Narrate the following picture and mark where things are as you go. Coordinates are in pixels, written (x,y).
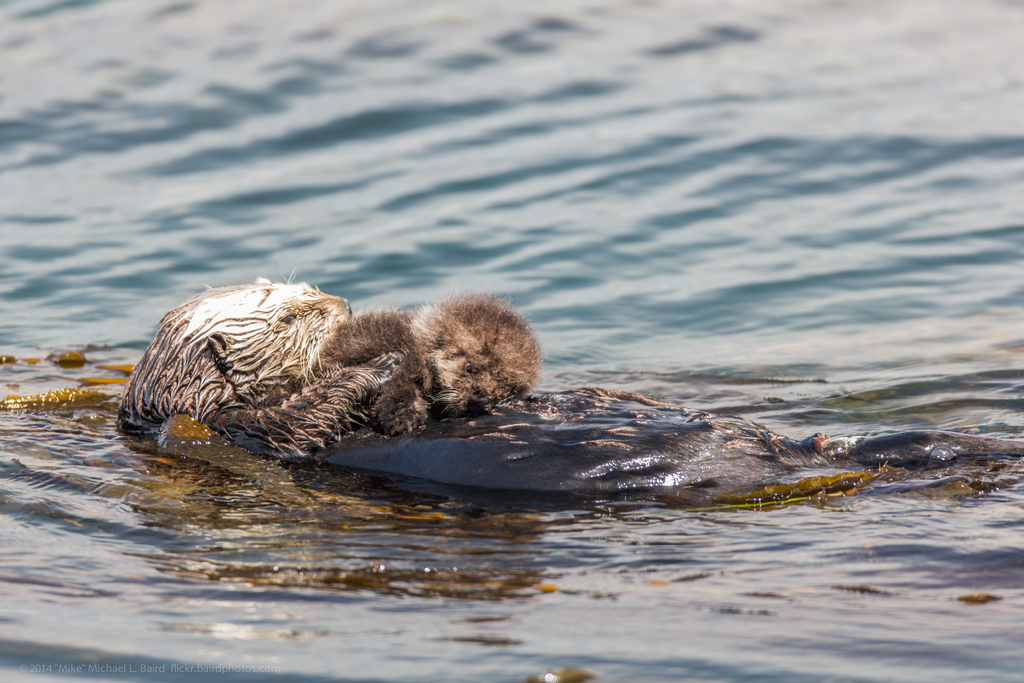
In this image I can see two animals (280,358) in the water (537,503).
